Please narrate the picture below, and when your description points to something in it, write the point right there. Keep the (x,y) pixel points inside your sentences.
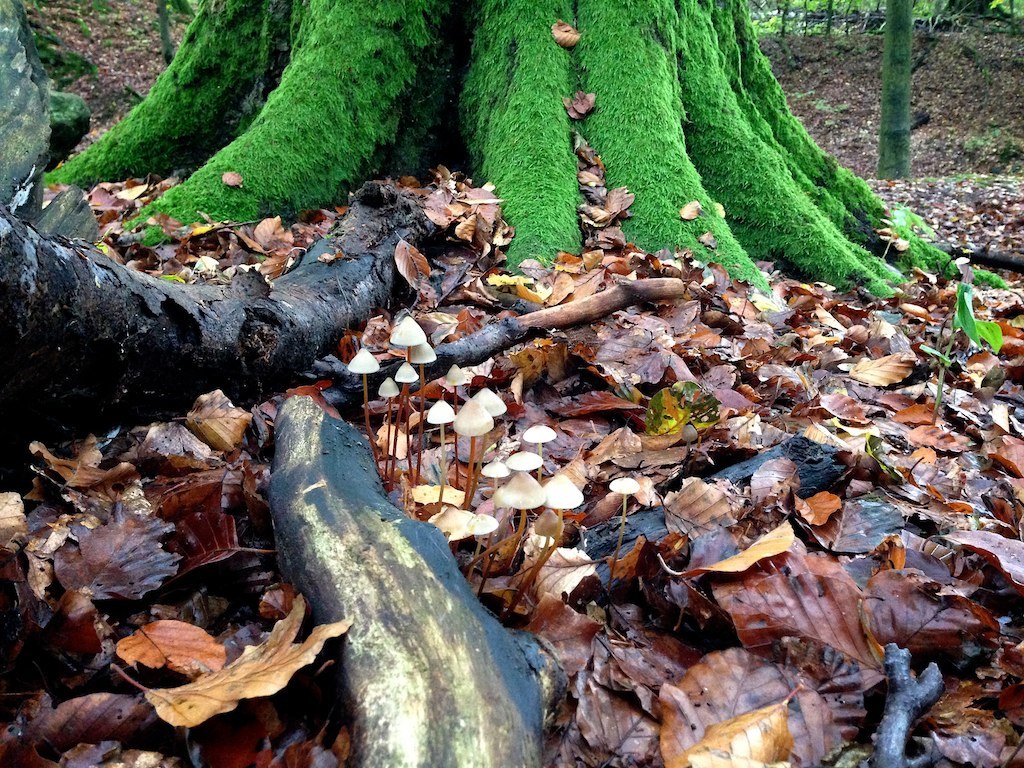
In the foreground of this image (467,427), there are mushrooms (467,427), dry leaves (840,519) and tree trunks (317,543). At the top (864,53), there are tree trunks (891,22) and the land (948,95).
